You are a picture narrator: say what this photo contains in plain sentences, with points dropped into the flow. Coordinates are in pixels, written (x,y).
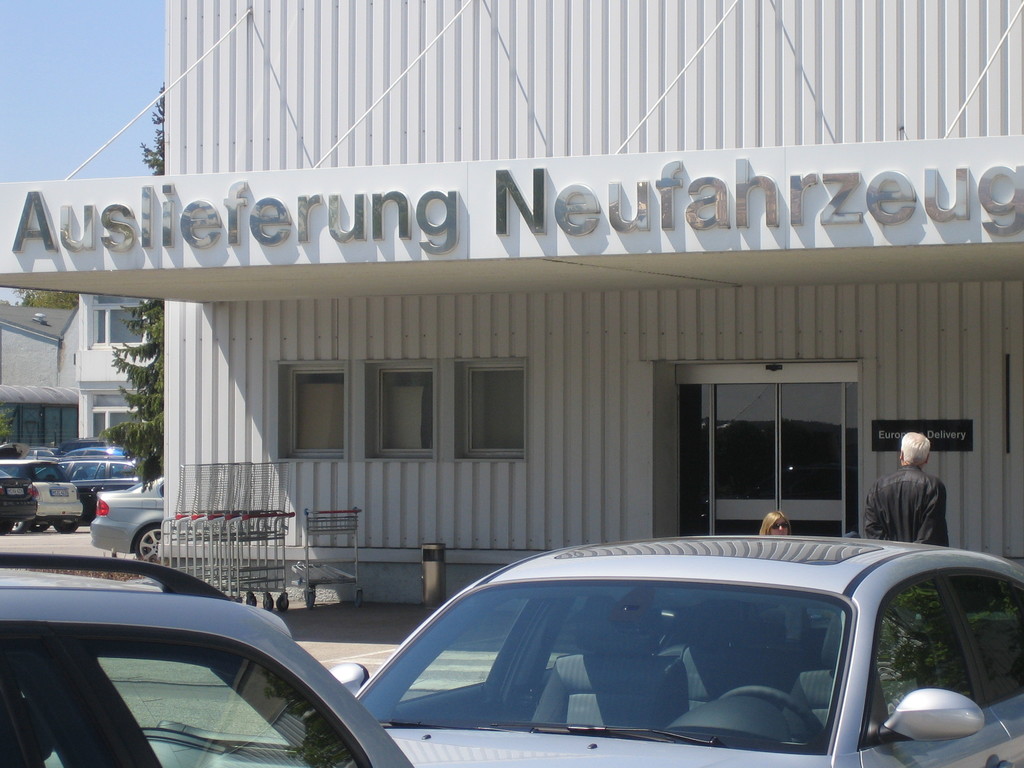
In this image there is a building (531,315), there is person (899,483) standing in front of the building (595,528), there are cars (300,675), there is a sky (97,67), there is an object (249,523) in front of the building (292,539).
